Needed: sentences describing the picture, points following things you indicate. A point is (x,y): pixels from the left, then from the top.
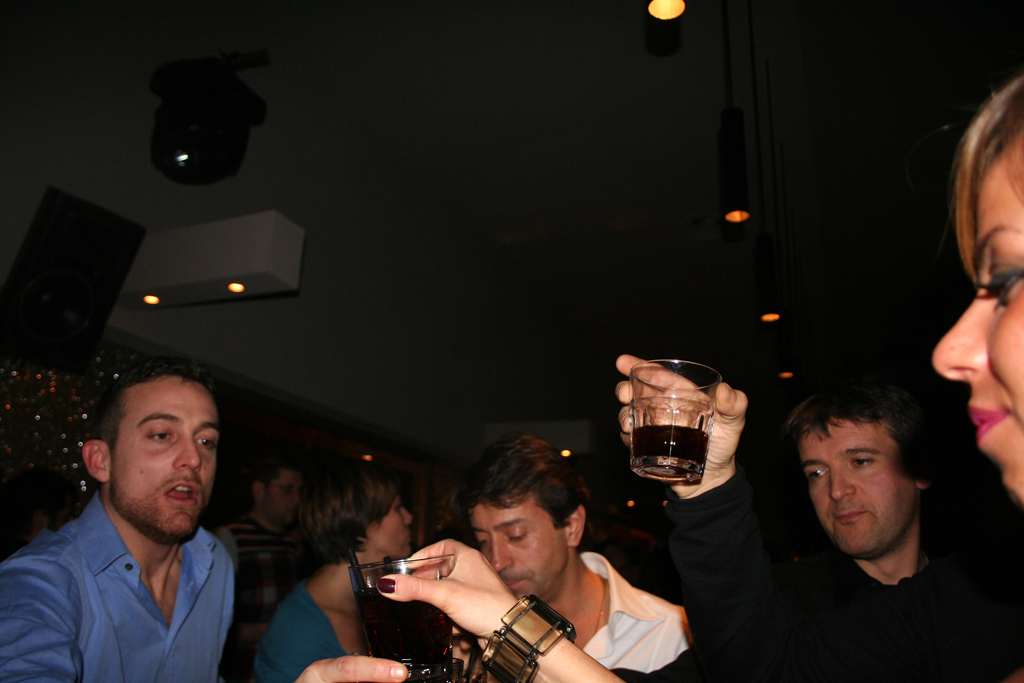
In this image, we can see many people (510,589) and some are holding glasses (648,464) which are containing drink (675,454). In the background (461,470), there is a box (186,280) and we can see some lights (739,190) and a wall (91,147).
